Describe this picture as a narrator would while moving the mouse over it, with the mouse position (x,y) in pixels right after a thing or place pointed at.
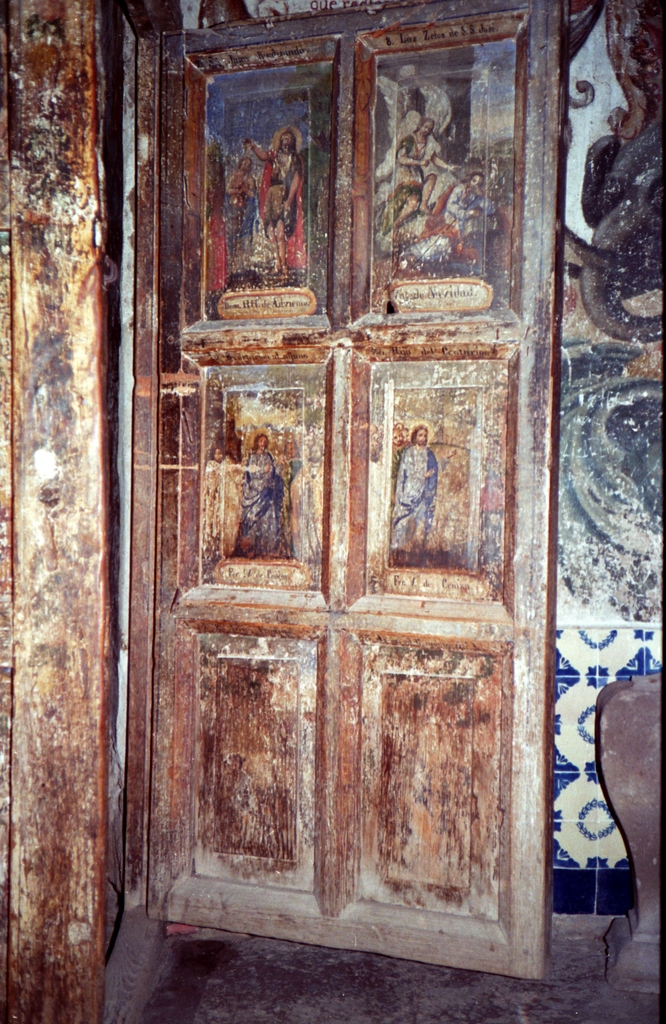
In this image there is a door (481,155) and wall (595,368). Pictures (286,453) are on the door (327,316).
